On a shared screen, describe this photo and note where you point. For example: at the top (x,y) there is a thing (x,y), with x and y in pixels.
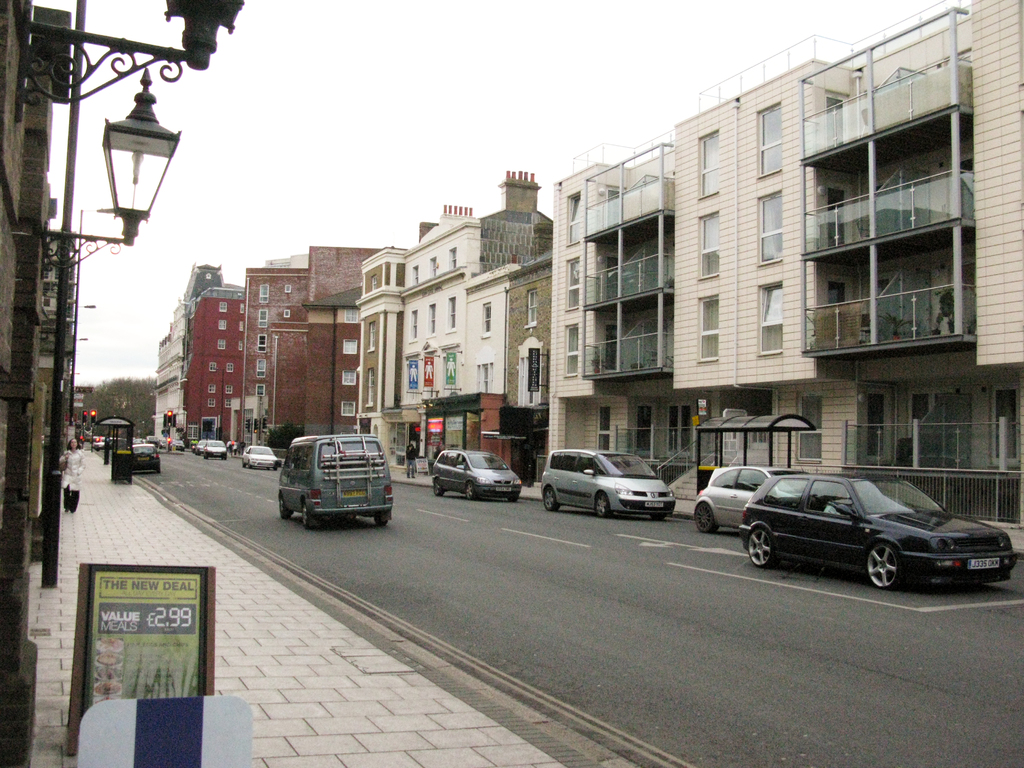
To the left side (317,628) corner of the image there is a footpath (123,484). On the footpath (80,505) there are posters (129,628) and to the building walls (42,477) there are lamp stands (50,30). and few other items (46,49) to it. And also there are few people (69,459) walking on the footpath (354,638). To the right of the image (724,661) to the bottom (811,549) there is a road (839,608) with few cars (594,465) and vehicles (481,465). In the background (711,320) there is a building (662,233) with windows (763,201), glass doors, walls (747,199), poles (874,325) and railings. And in the background (136,396) there are trees (144,387). To the top of the image (466,99) there is a sky (446,153).
